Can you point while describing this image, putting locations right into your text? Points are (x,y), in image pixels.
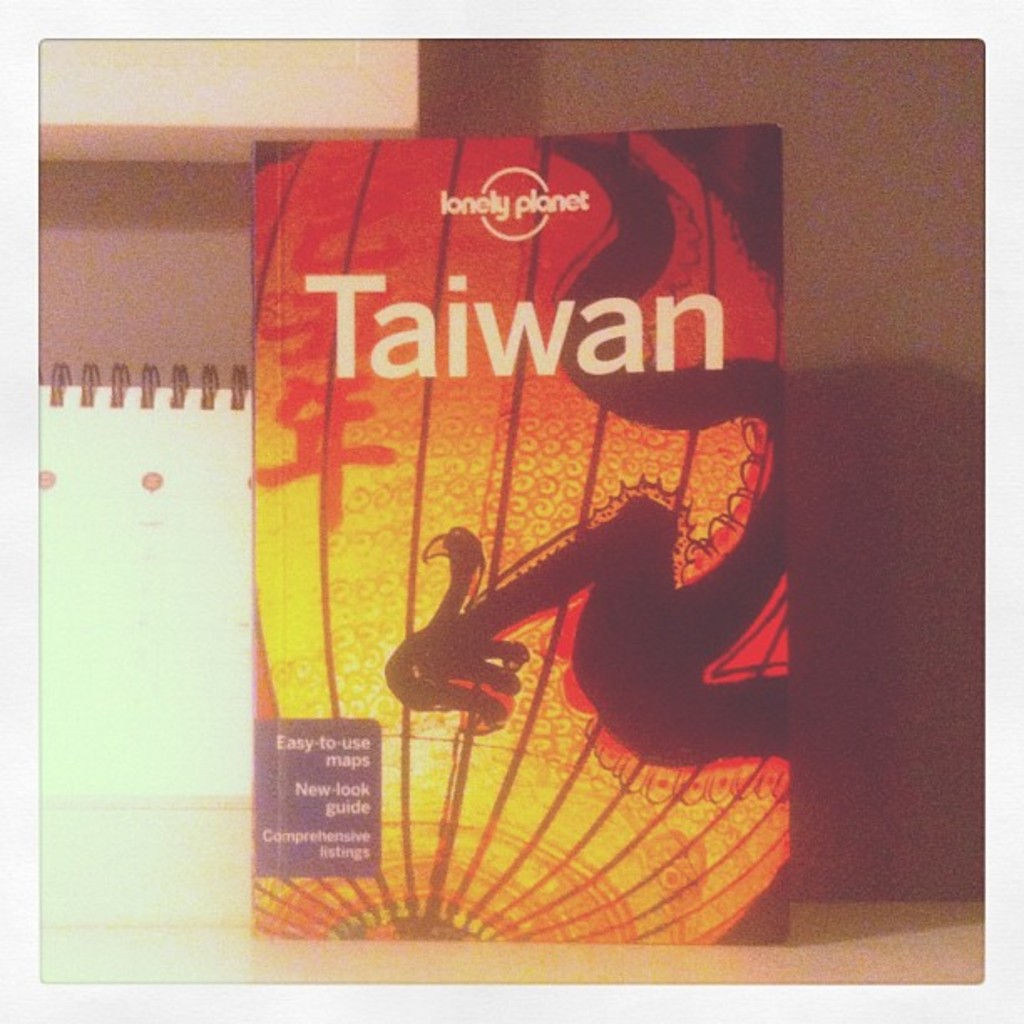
In this image I can see the book (490,484). In the background (451,78), I can see the wall (864,254).
